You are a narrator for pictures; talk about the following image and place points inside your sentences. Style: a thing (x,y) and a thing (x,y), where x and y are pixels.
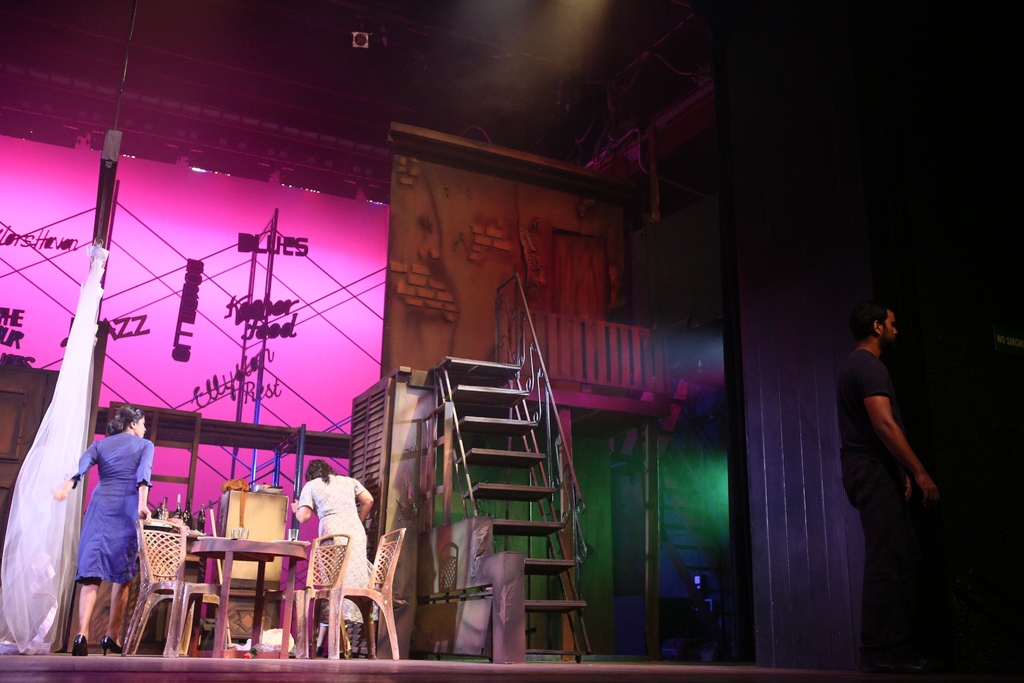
In the image we can see there are women (319,500) who are standing. There is table (260,585), chair (320,590). On table (255,538) there are glasses (296,540), there is stair (497,324) in between. There is man (863,420) who is standing over here.
